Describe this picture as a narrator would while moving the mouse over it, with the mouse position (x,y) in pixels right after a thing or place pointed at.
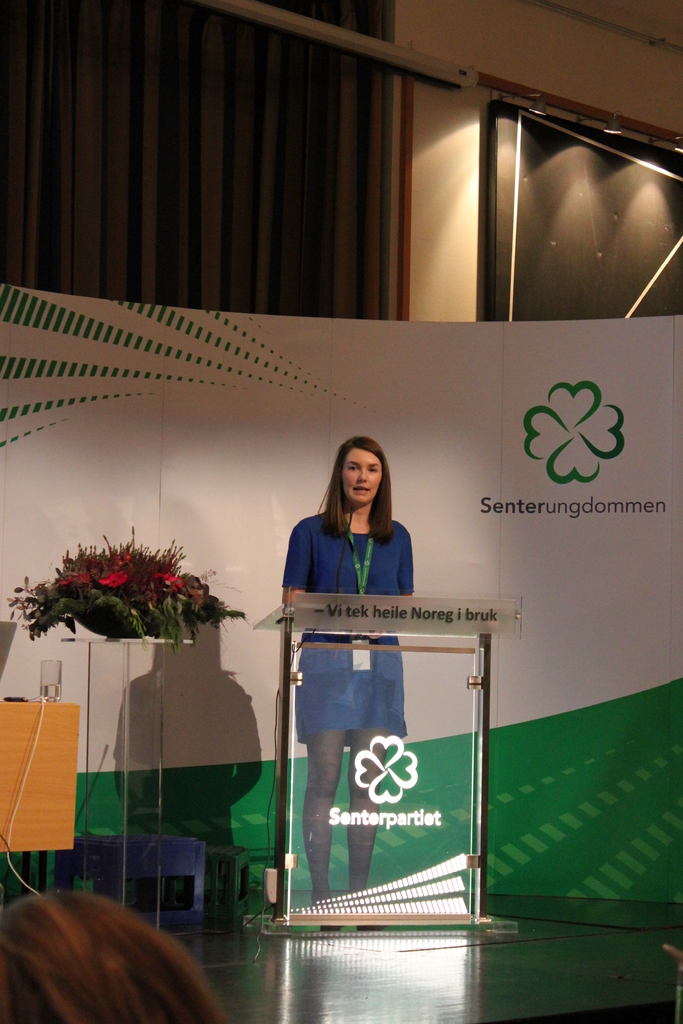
In this image we can see a person (358,688) standing near the podium (371,677), there is a mic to the podium (300,728), there is a flower bouquet (126,593) on the table (120,781), there is a banner (514,488) with text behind the person (353,561) and there are few objects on the stage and there is a curtain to the wall (451,219) in the background (460,268).
